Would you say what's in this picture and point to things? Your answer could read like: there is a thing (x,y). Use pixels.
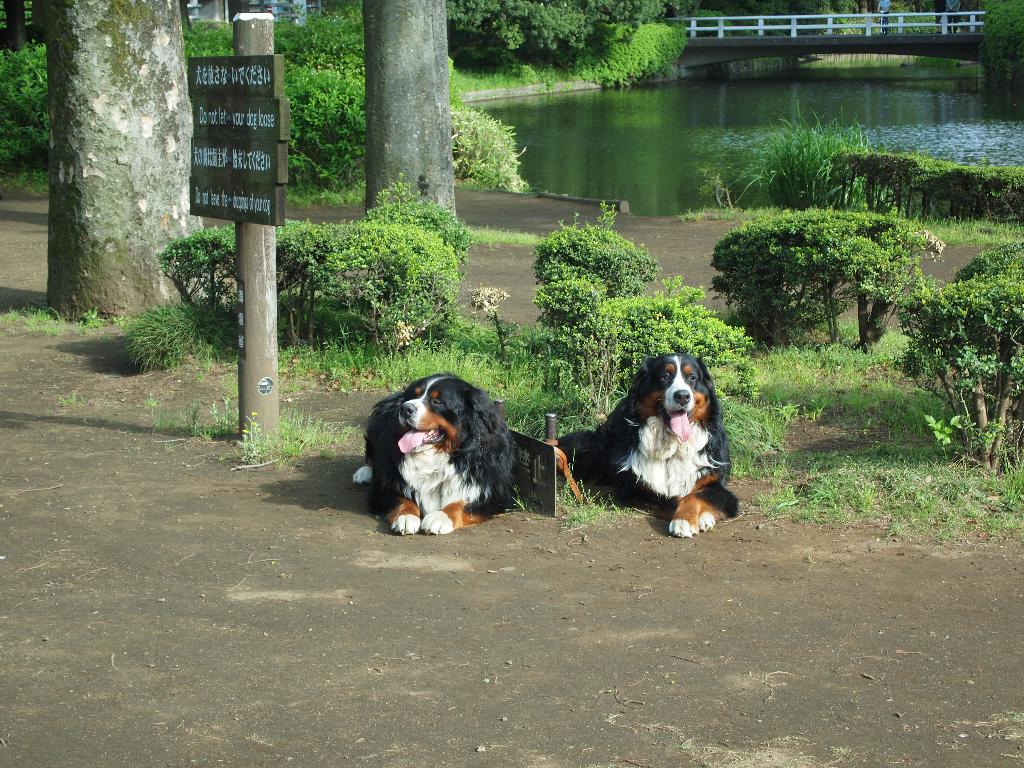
In the image in the center (606,454), we can see two dogs (494,483), which are in black, brown and white color. In the background (653,198), we can see trees (553,57), plants (416,276), grass (552,72), water (693,119), sign boards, bridge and fence (945,25).
